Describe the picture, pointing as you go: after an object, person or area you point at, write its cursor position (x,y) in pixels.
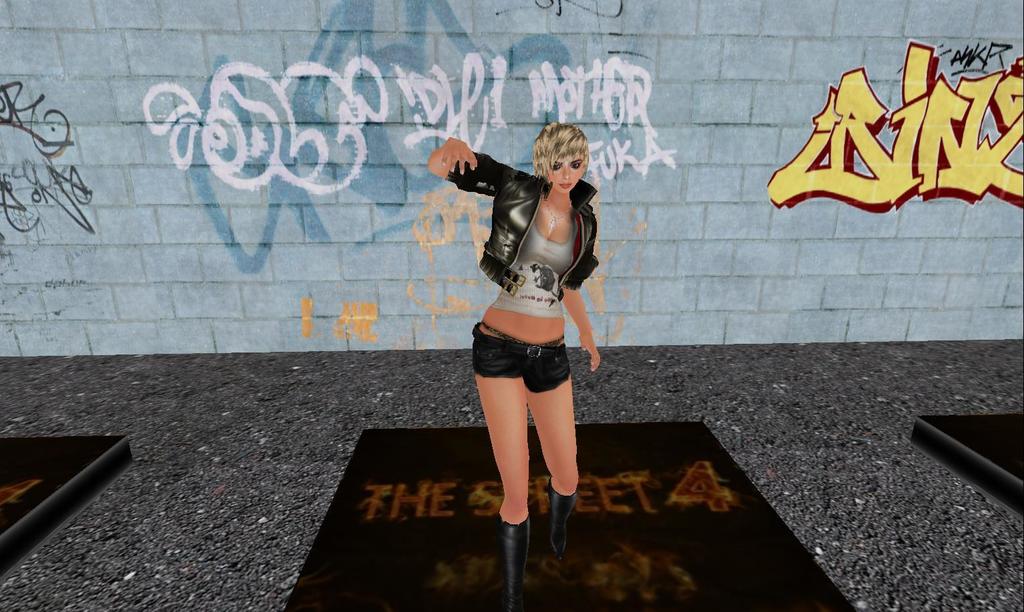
In this animated picture there is a woman (569,378) standing on the floor (581,544). She is wearing a jacket (510,261). Behind her there is a wall (443,81) having some text (920,158) on it.
